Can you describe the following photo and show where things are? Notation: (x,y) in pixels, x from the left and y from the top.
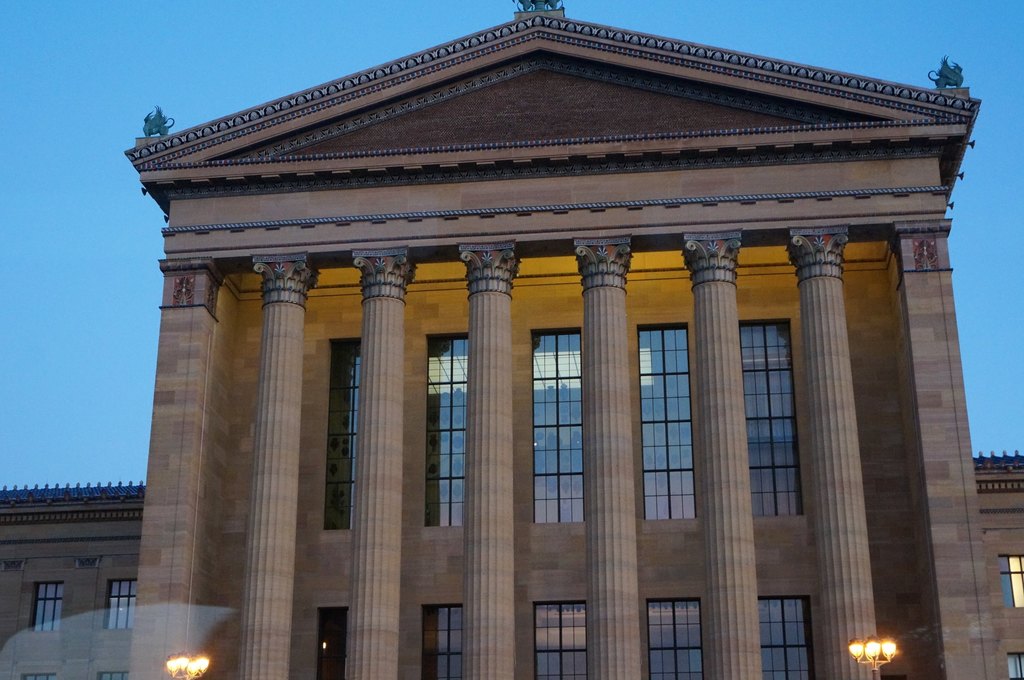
In this image I can see a building (527,400) which is brown and cream in color. I can see few windows (546,477), few lights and in the background (130,334) I can see the sky (1019,93).
